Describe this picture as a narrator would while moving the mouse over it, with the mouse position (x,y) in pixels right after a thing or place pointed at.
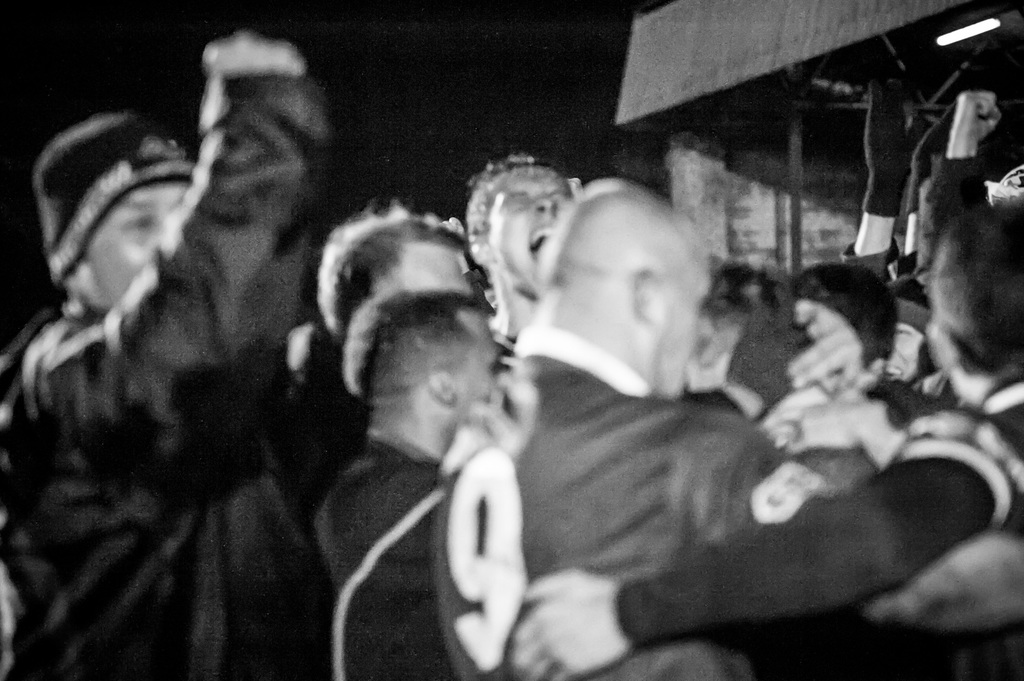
This is a black and white image. There are a few people (787,383). We can see some poles (796,276). We can see the light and the shed (714,56). We can see the sky (522,119).
